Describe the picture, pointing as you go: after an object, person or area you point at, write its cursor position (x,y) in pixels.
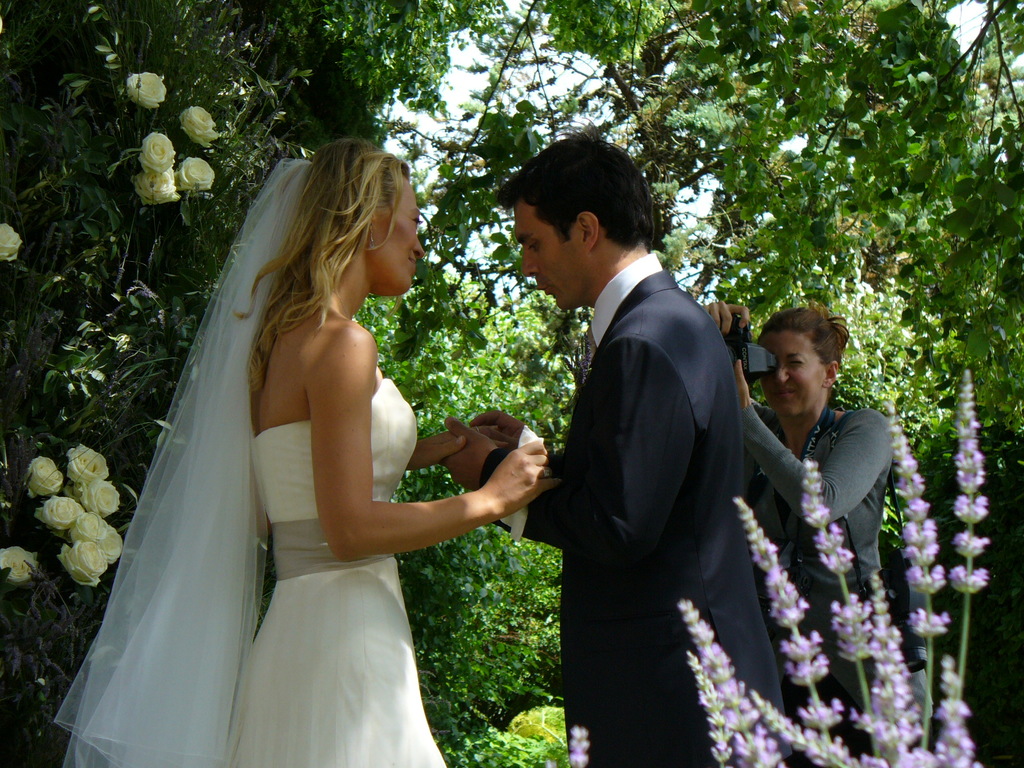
In this image I can see a woman (342,539) wearing white colored dress (299,519) and a man (655,508) wearing white and black colored dress (630,483) are standing and holding hands (504,492). I can see few trees (930,271) which are green in color, few flowers (96,490) which are cream and purple in color and a person (821,469) holding a camera (765,369) in hands (745,303). In the background (552,51) I can see the sky (525,81).
